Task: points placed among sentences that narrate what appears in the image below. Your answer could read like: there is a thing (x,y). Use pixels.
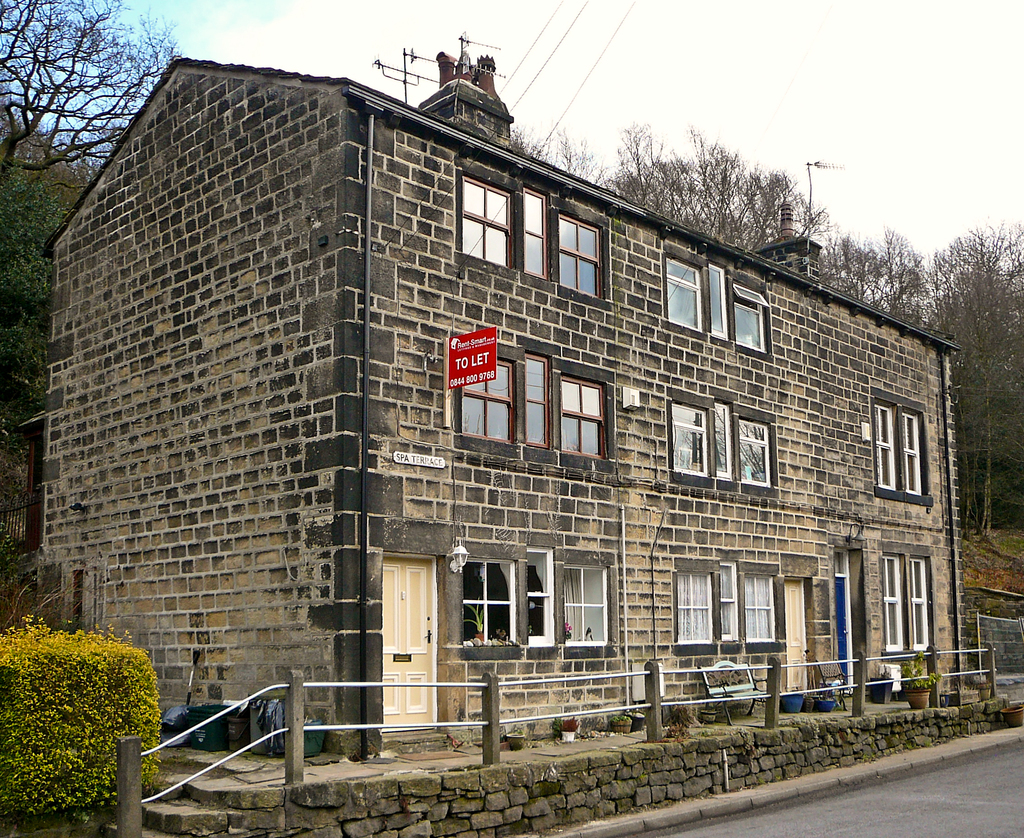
In this image there are trees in the left (10,24) and right corner (988,368). There is a building (376,211) with some text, metal railing (190,777), trees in the foreground (365,721). There is a sky (911,69) at the top (420,79). And there is a road (985,753) at the bottom (1008,749).
